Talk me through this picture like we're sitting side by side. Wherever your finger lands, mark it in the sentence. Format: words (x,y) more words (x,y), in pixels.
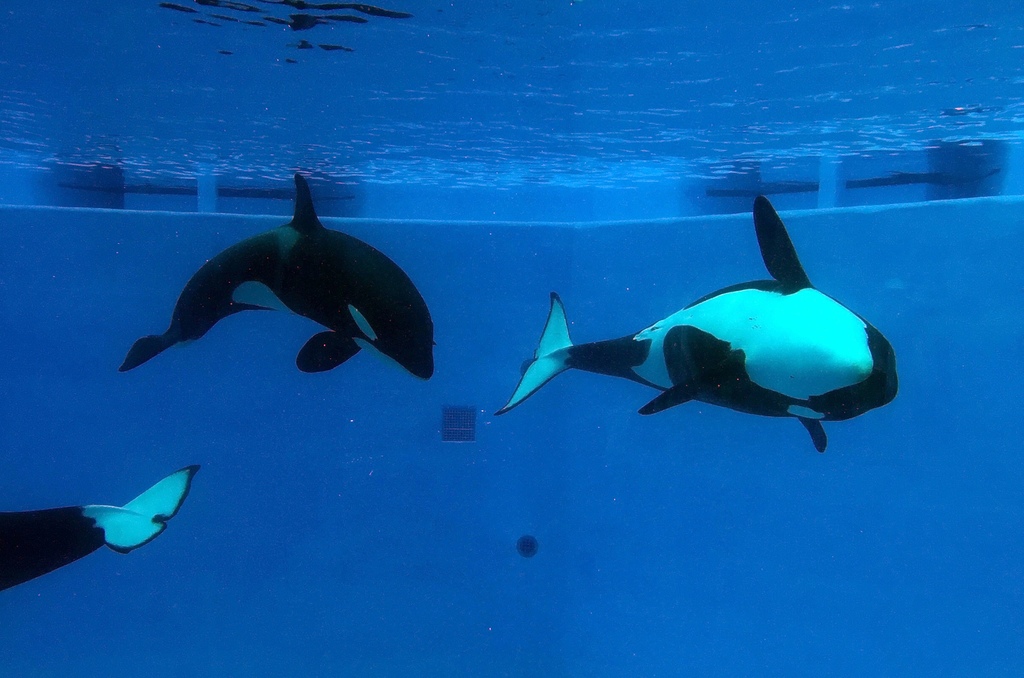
The picture consists of a water body (327,214), in the water (349,213) we can see dolphins (342,342).
